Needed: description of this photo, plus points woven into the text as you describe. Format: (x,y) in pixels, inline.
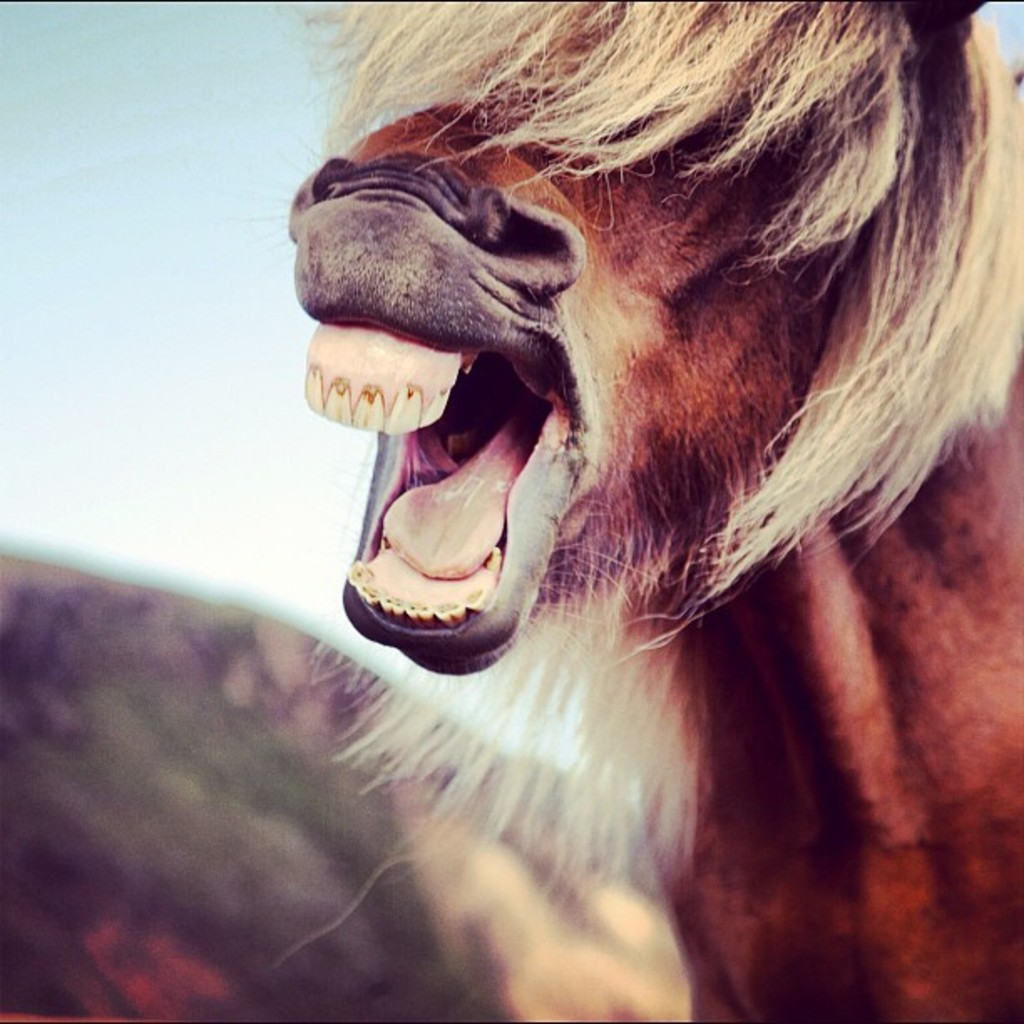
In this image, at the right side (992,884) we can see a brown color animal (829,448) standing and there is a blur background (247,874).
